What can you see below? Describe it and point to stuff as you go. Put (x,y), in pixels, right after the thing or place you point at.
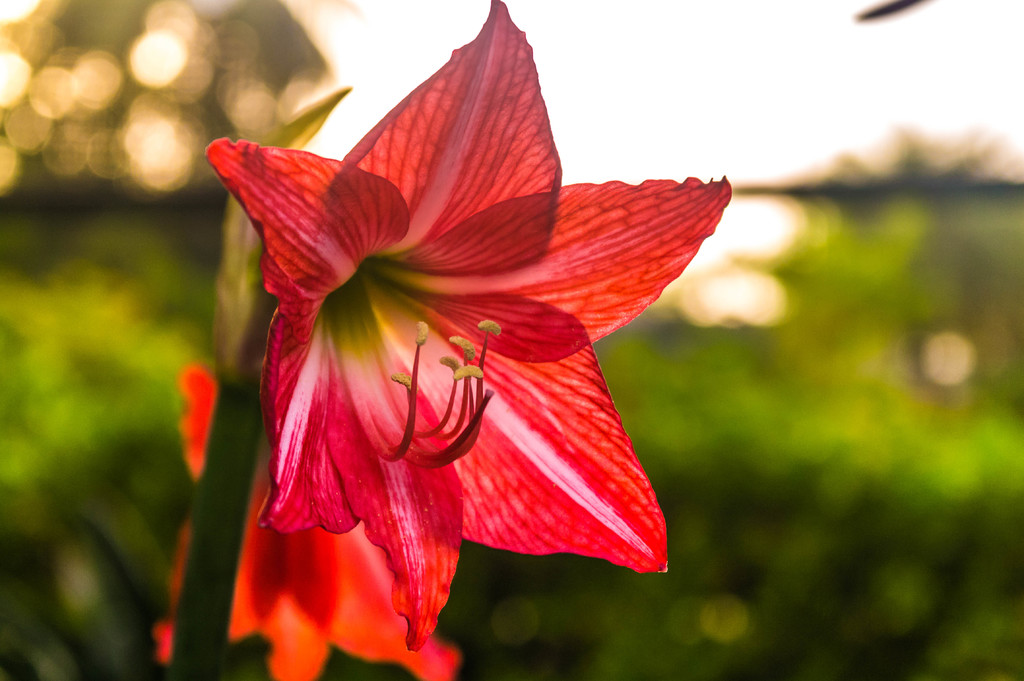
In this picture I can see a plant (376,556) with two flowers (399,425), and there is blur background (741,48).
